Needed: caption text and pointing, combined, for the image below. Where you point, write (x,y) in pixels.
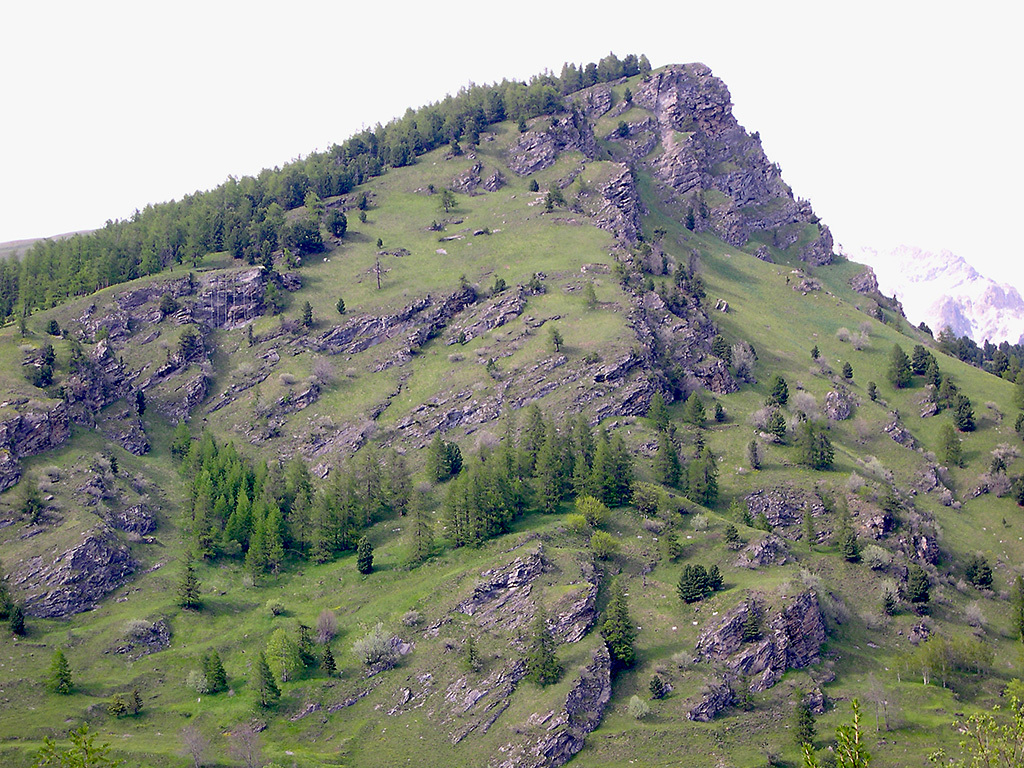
In this image on the hill (592,404) there are trees (515,462), plants (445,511), grasses (564,244). The sky (725,80) is clear.
